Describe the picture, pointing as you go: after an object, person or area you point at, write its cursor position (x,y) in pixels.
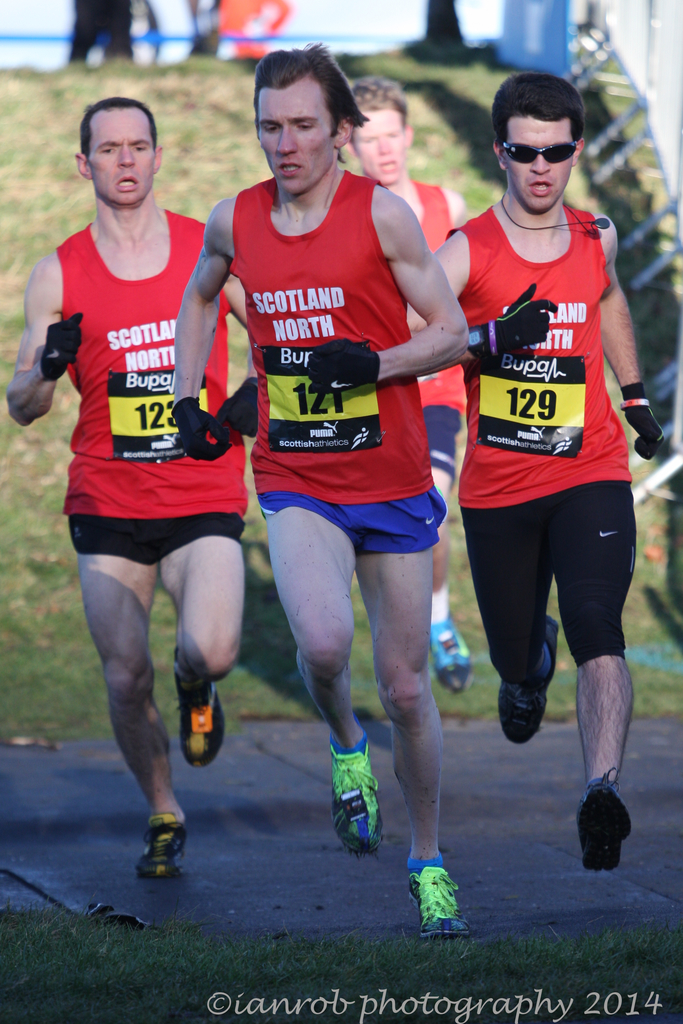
In this image we can see few persons (392,192) are running on the path (247,774) and there is grass (98,951) on the ground (266,601). In the background (582,39) on the right side (558,11) we can see objects (602,70) and at the top (364,11) the image is blur but we can see persons (107,18) and objects (239,52).
